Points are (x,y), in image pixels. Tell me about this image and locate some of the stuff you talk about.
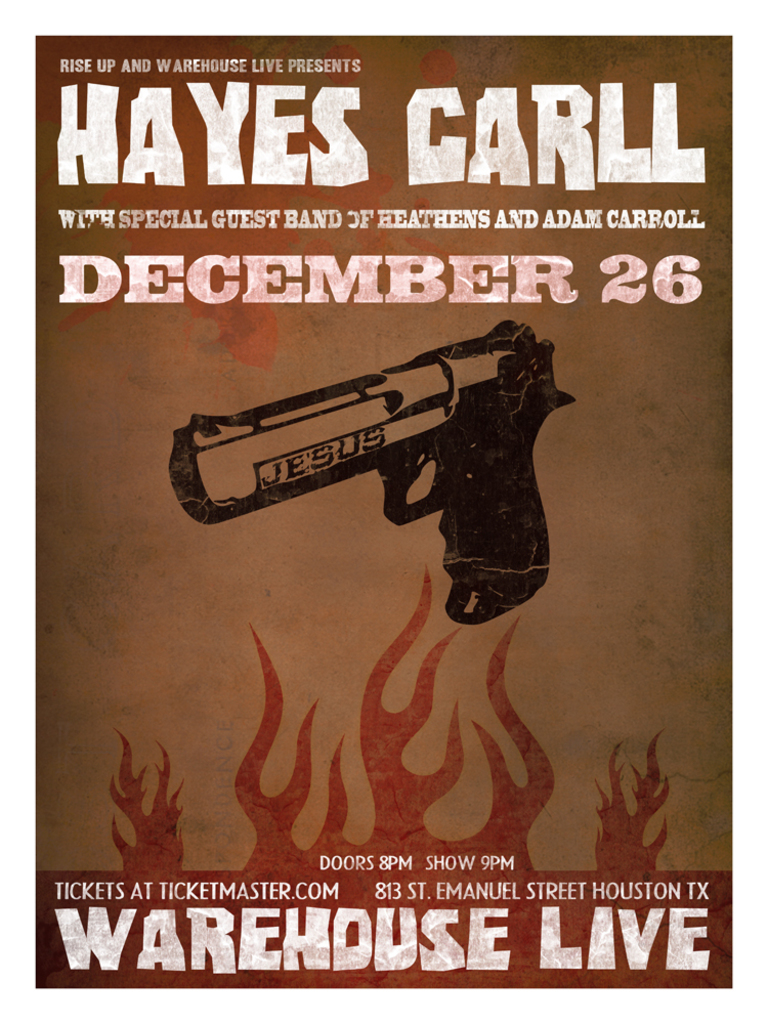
This might be a poster (472,673) in this image in the center (462,410) there is one gun (479,420), and at the top (87,146) and bottom of the image (357,906) there is text (408,908).
